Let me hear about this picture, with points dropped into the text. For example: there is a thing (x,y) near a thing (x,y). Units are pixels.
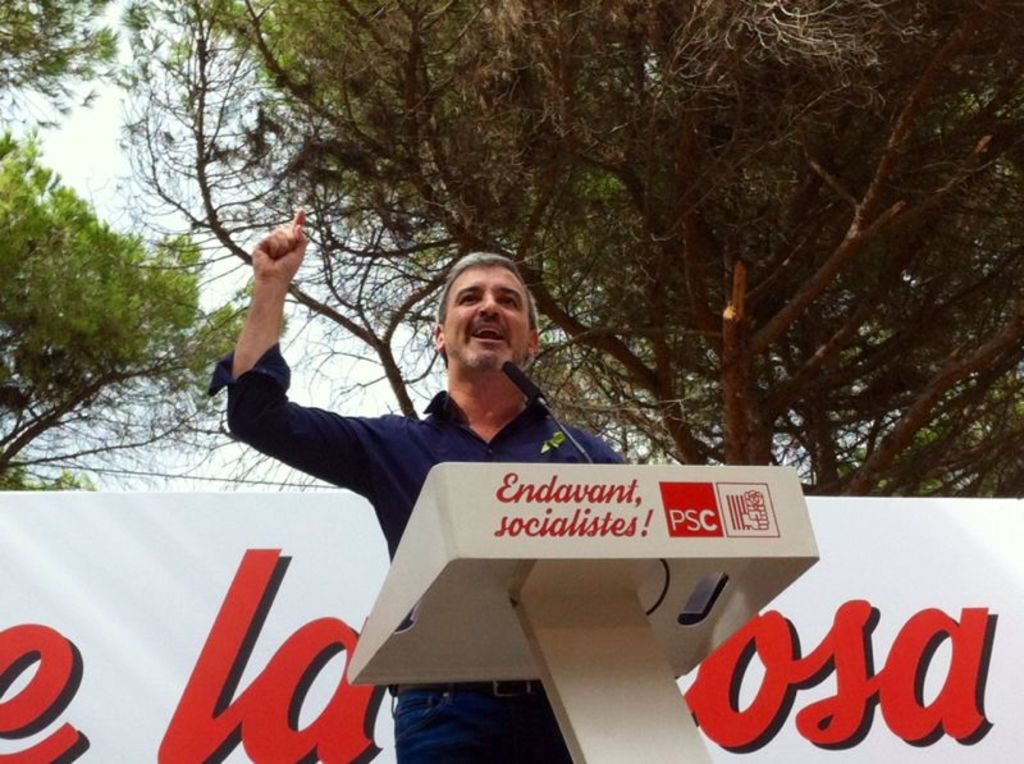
In this image we can see a person (554,453) standing in front of the podium (504,572), on the podium (568,499), we can see a mic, behind the person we can see a poster (280,666) with some text (245,666) and trees (131,282), in the background (138,483) we can see the sky (133,456).
